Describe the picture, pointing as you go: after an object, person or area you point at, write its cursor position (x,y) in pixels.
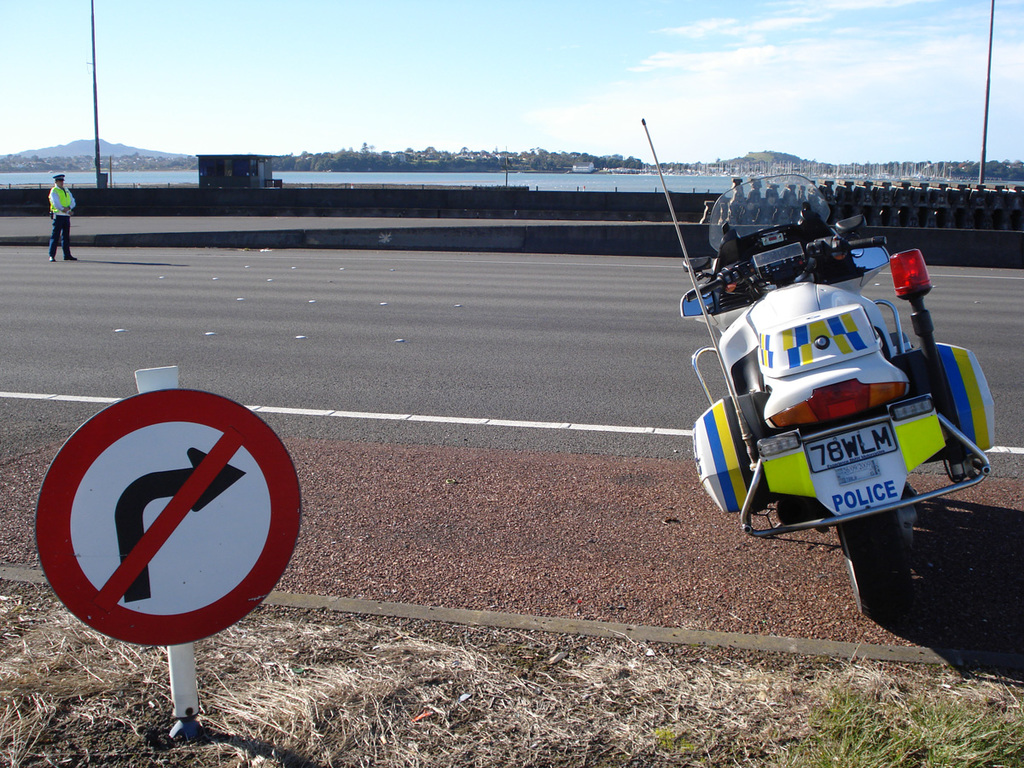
In this image we can see mountains (78,148), river (147,178), one bridge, one fence (696,202), one small house (208,175), so many trees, one vehicle (770,443) on the road (85,296), one sign board (172,473), some grass (947,718) on the surface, one person (55,210) standing on the road (20,375) and at the top (514,76) there is the sky (542,76).
